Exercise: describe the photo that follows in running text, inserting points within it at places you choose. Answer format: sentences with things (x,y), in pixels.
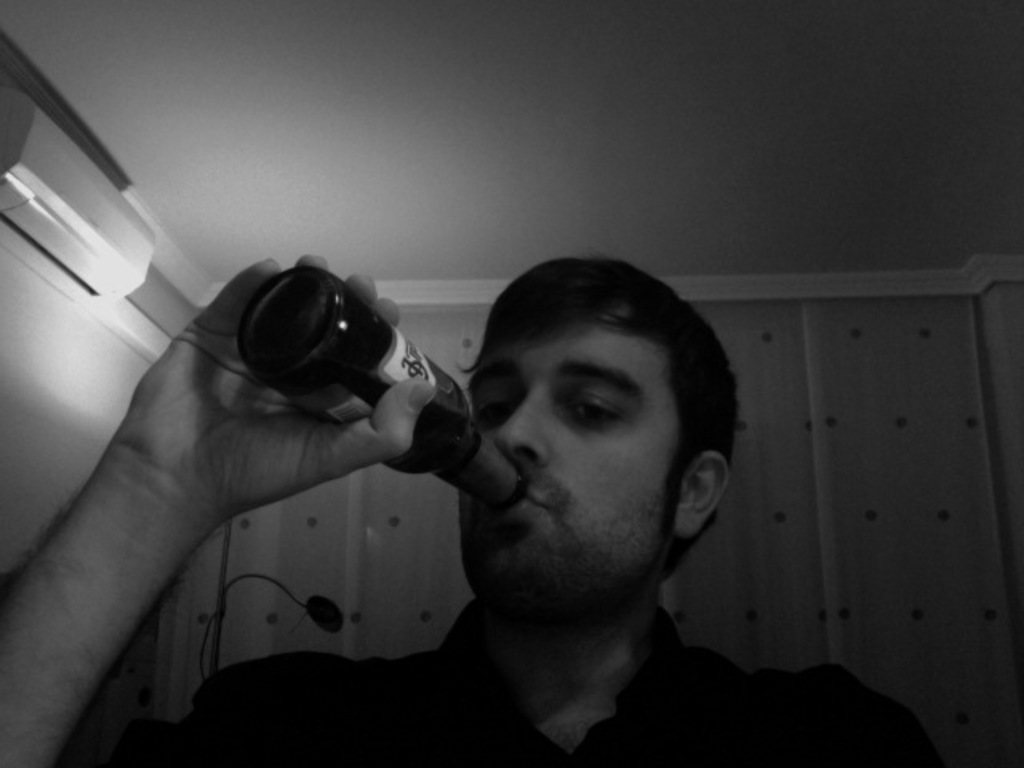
In this image we can see a man (562,645) holding a beverage bottle (331,398) and drinking. In the background (820,404) there is a wall (778,393). On the left (107,253) we can see an air conditioner (66,251) placed to the wall (105,396).
